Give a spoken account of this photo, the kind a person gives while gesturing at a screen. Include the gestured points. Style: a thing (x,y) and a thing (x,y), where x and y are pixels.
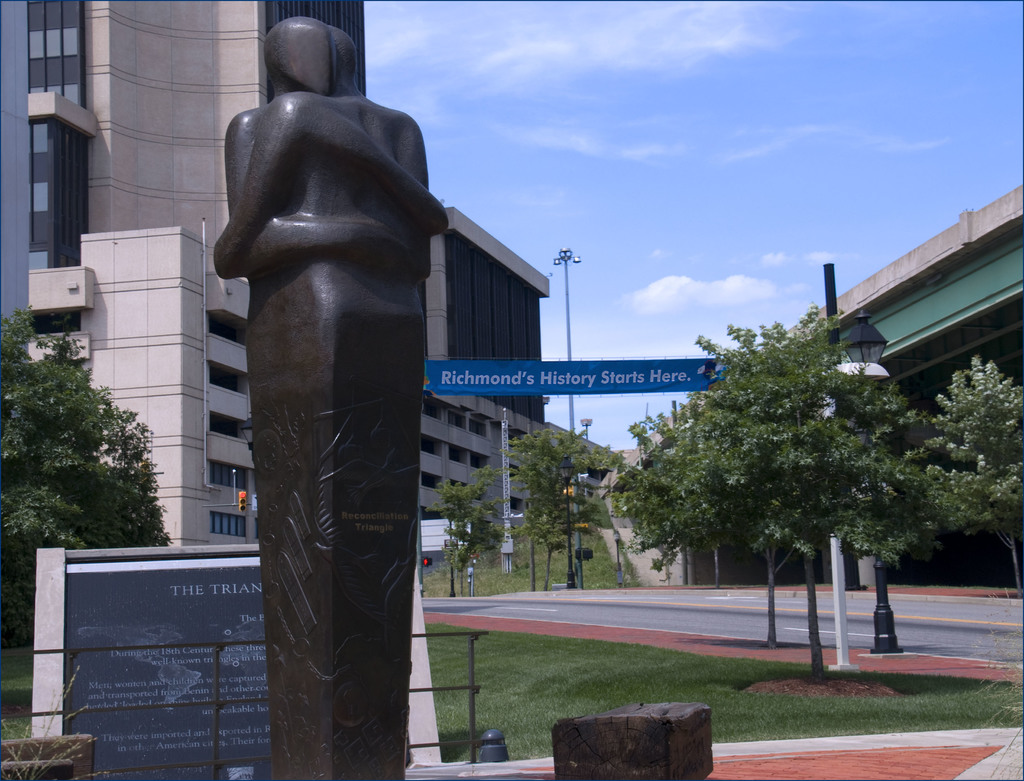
In this image there is a sculpture (346,349) in the middle (357,400). In the background (156,245) there is a building (159,235). At the top (839,99) there is the sky (798,90). On the right side (736,600) there is a road (672,609). Beside the road (676,621) there are trees (666,522). On the right side (955,282) top there is a bridge (937,302).
